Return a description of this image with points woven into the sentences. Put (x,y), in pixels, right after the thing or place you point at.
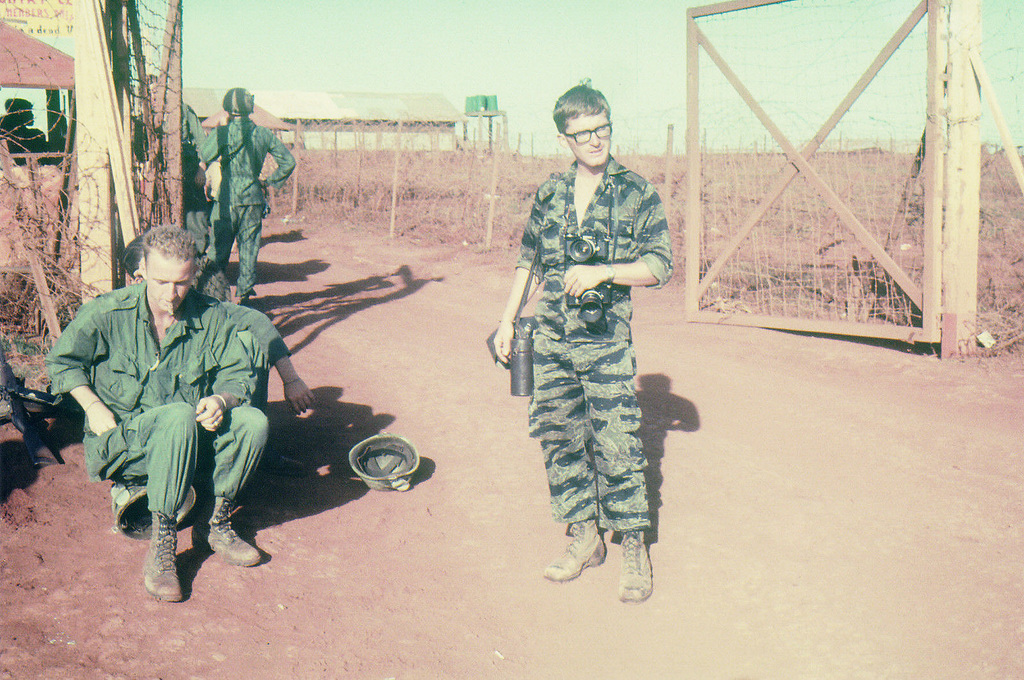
In this image we can see a few people (259,346), among them, one person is wearing the cameras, there are some sheds (202,109), poles (114,150), grass (464,204), fence (726,220) and gate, in the background (338,88), we can see the sky (311,76).
